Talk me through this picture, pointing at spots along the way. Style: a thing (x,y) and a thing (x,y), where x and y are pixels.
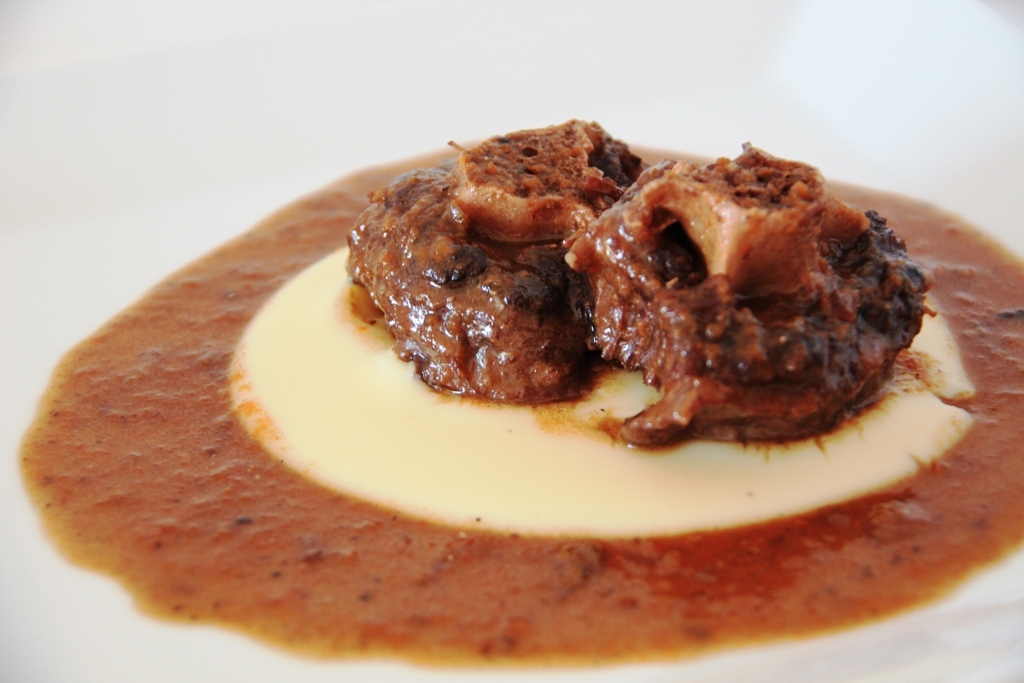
In this picture I can see the food item (490,374).
